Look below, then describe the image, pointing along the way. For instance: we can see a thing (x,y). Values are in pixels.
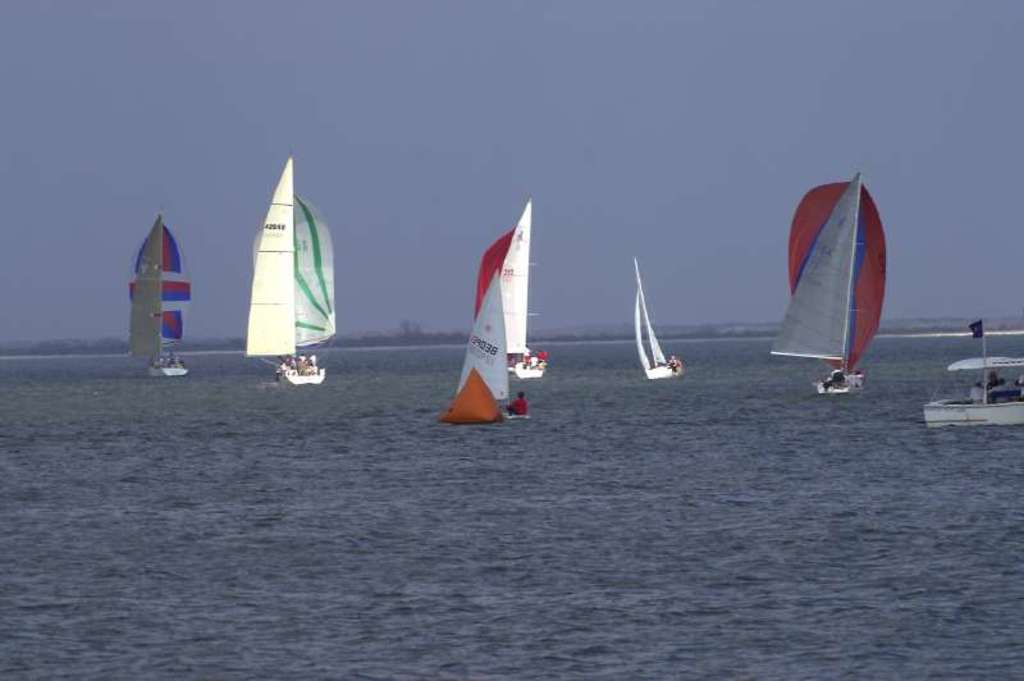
In this image in the front (446,522) there is water (386,524). In the background (971,365) there are boats (160,297) sailing on the water (242,376) and there are persons (313,368) inside the boats (1022,387) and the sky (581,181) is cloudy.
